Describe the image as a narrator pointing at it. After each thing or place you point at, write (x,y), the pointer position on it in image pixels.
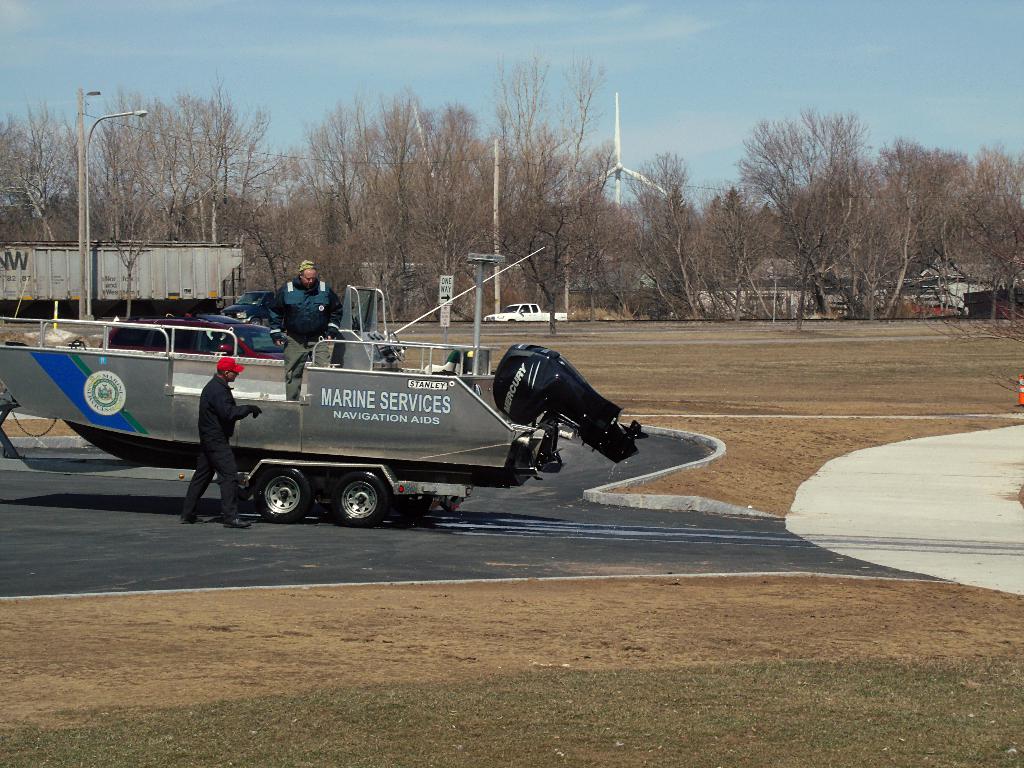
In this image in the center (416,394) there is a vehicle (255,366) with the text (379,421) written on it and on the vehicle (331,397) there is a person (300,338). In front of the vehicle (256,443) there is a person (222,429) standing. In the background (316,232) there are trees (569,265), there are cars (222,310) and there are poles (89,258) and the sky (597,31) is cloudy.
